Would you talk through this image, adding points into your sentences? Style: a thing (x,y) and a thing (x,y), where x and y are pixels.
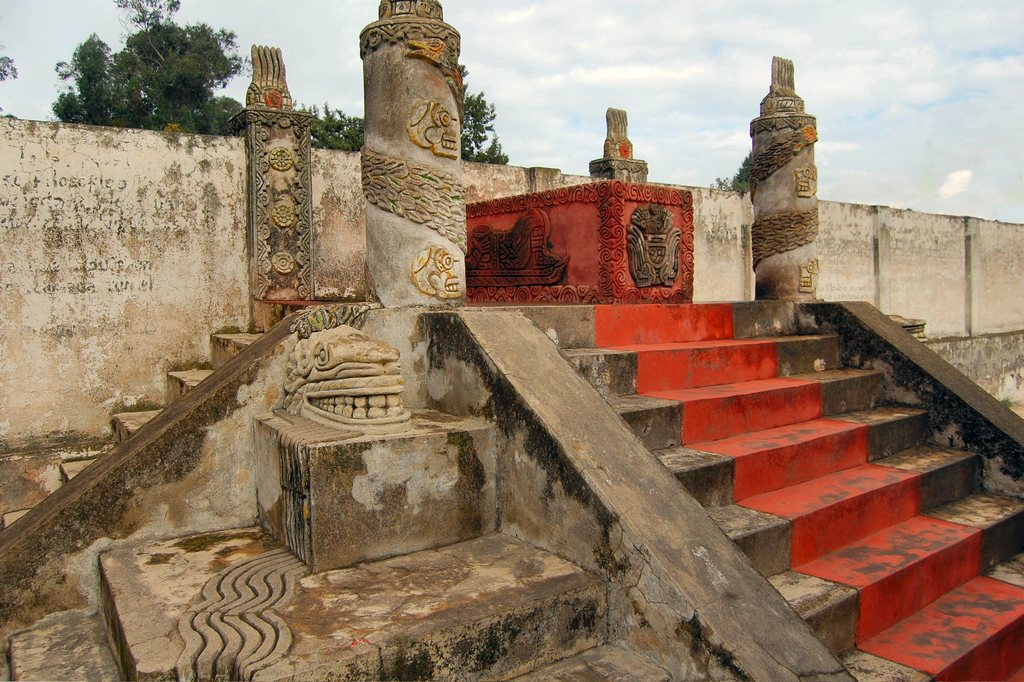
In the middle of the image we can see some steps (1008,523). Behind the steps (1018,506) there is wall (101,287). Behind the wall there are some trees (83,85) and clouds (306,7) and sky (60,56).
